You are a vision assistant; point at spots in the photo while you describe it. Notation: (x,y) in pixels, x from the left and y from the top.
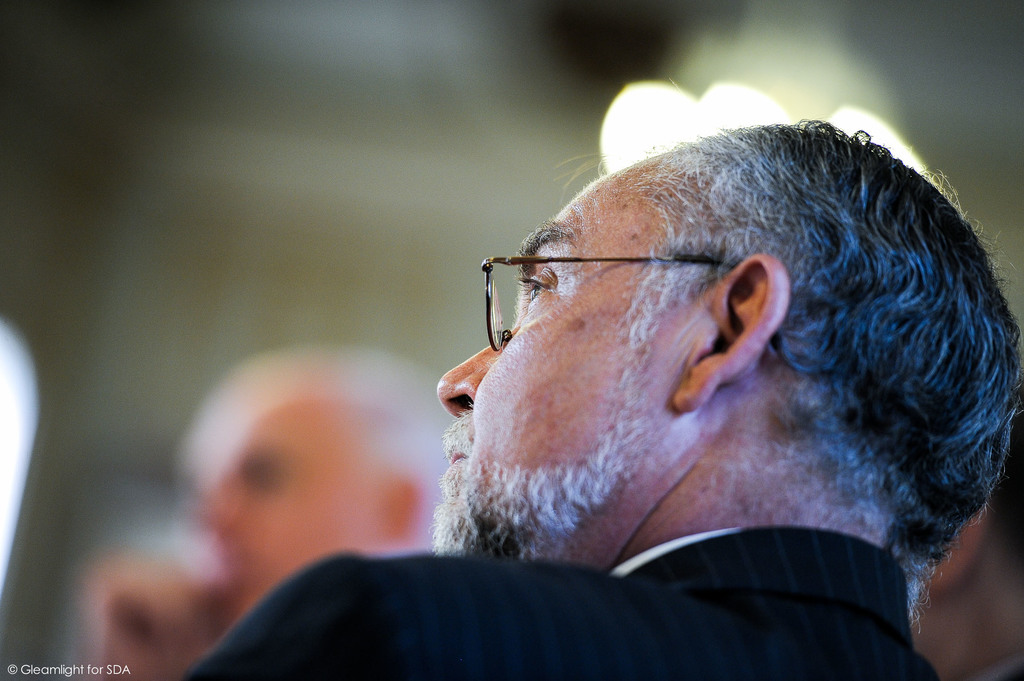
In this image there is a man (586,585), in the bottom left (93,673) there is text (114,667), in the background (963,175) is blurred.
